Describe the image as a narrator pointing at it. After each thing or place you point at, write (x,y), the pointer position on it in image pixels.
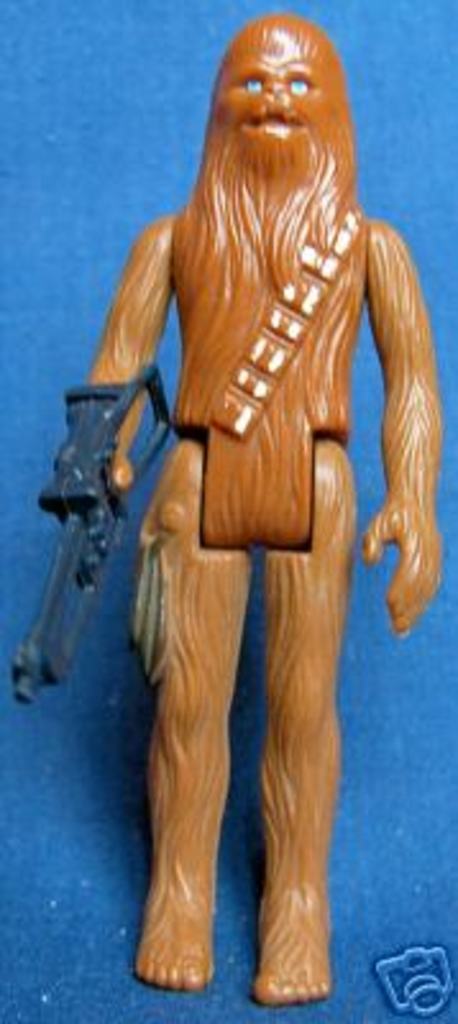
In this image we can see a doll (305,695) placed on the surface (457,407). At the bottom (438,983) we can see a logo (417,972).
